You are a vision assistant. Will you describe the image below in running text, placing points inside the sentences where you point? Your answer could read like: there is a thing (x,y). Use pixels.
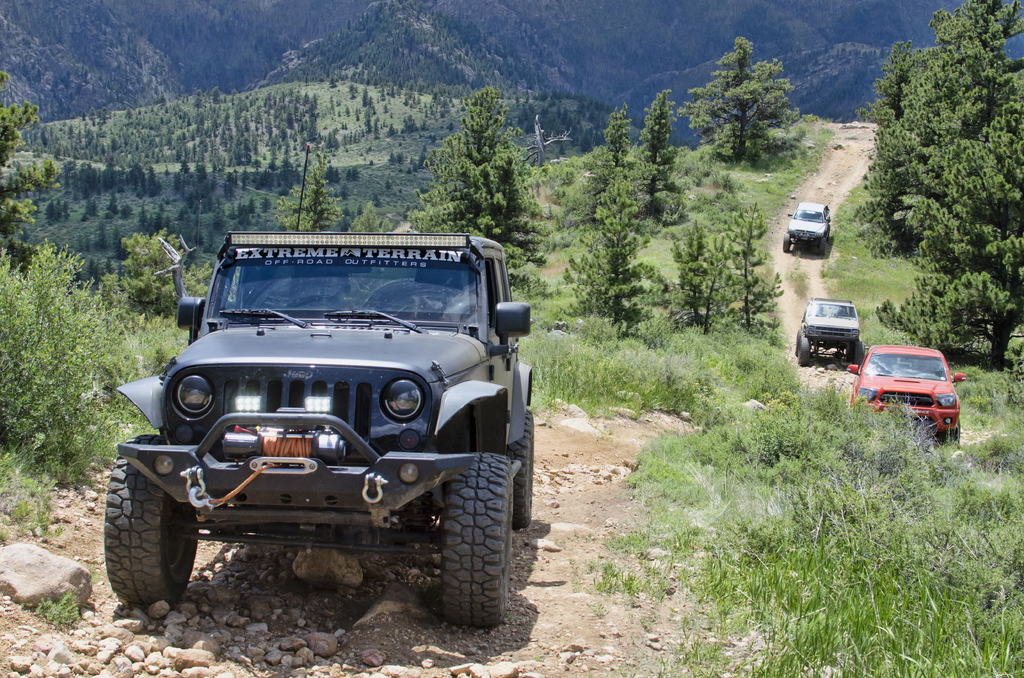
In this image I can see grass (967,419), number of trees (626,193), a path (829,127) and on it I can see few vehicles (245,239). Here I can see something is written.
